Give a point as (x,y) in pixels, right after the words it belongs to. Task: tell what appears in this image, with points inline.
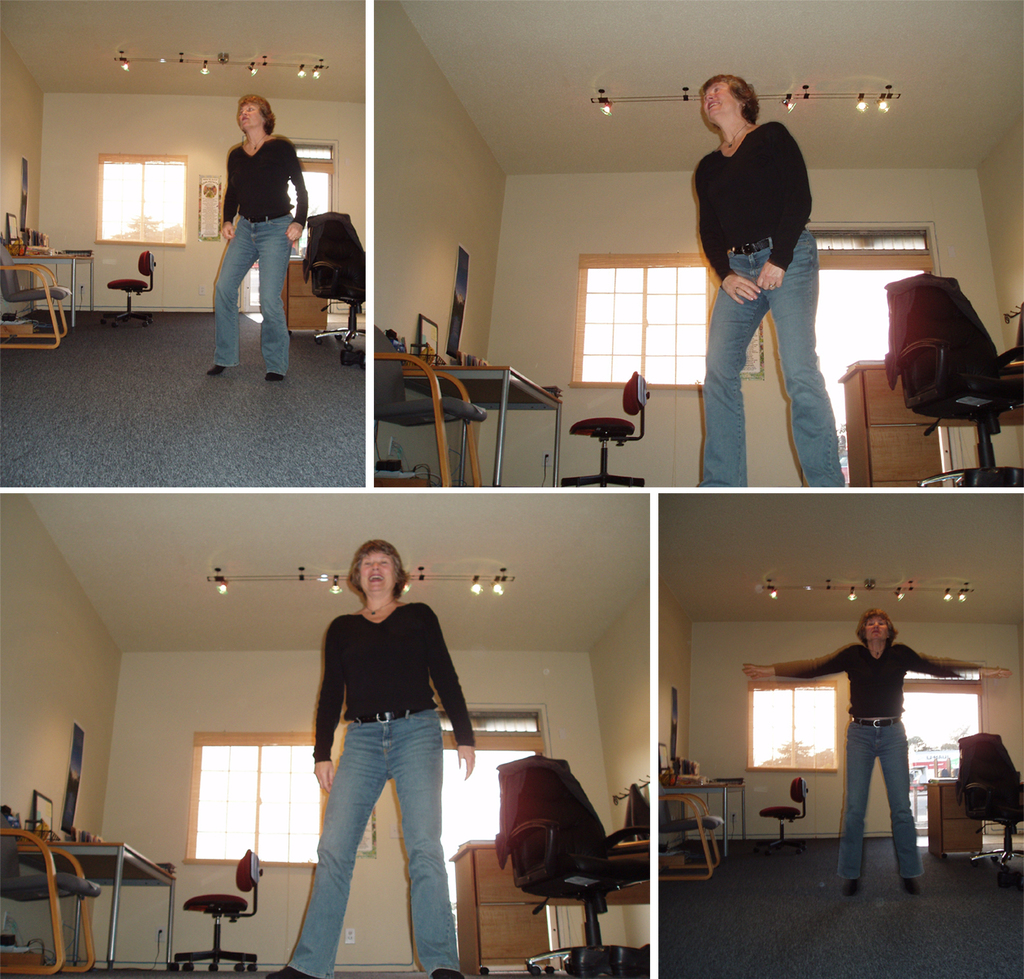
In this image there are four photos (577,771) of a woman (877,694) who is standing on the top (529,171) there is a ceiling (344,45) and on the right side of the image (988,191) there is a wall (998,289) and on the left side of the image (62,670) there is a wall (62,628) and in the middle (588,396) there is a wall (582,759) and windows (278,787) are there. Beside that window (651,319) there is a door (823,357) on the top of the right corner (858,312) and on the bottom of the right corner (934,722) there is a door (938,707) and on the top of the left corner (156,192) there is a window (146,201) and beside that window (167,201) there is a door (291,187) and on the bottom of the left corner (271,808) there is a window (283,805) and beside the window (288,802) there is one door (450,812) and chairs (336,271), tables (478,381), photo frames (437,331) are there.
